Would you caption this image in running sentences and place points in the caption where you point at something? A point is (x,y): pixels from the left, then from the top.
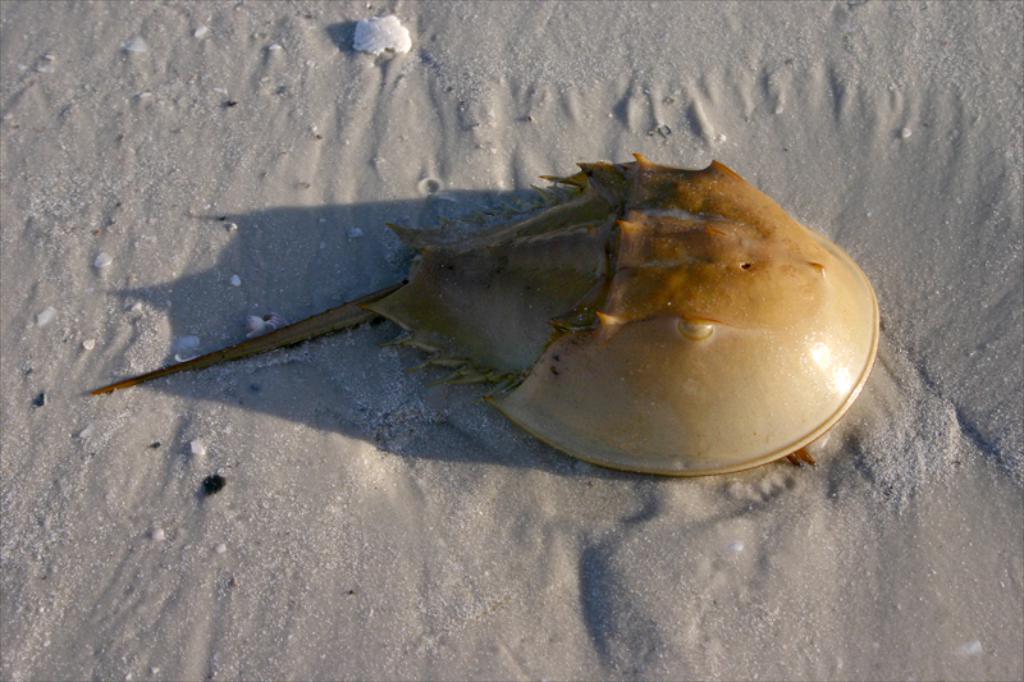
This is a zoomed in picture. In the center (586,294) there is an object (834,287) seems to be a horseshoe crab (552,363) and we can see the sand (750,544) on the ground (519,49).
